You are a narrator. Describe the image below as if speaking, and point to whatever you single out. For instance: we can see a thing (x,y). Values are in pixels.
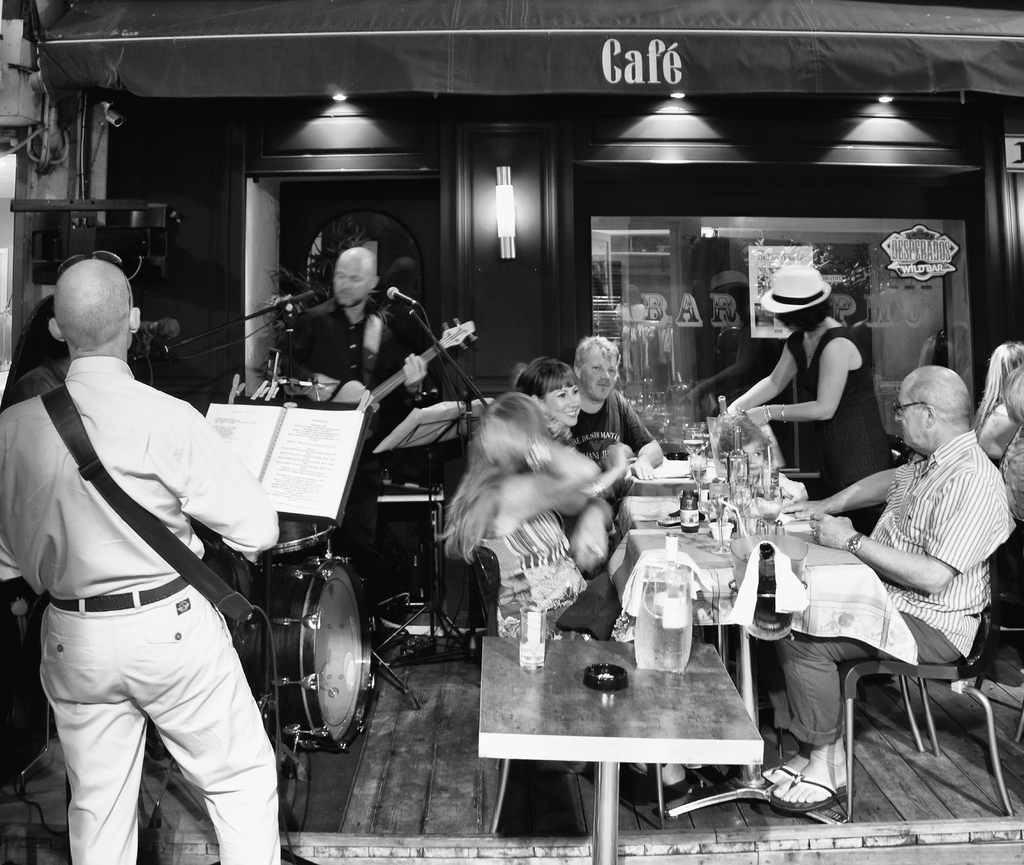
This picture describes about group of people (484,528) some are seated on the chair (853,687) and some are standing, left side of the given image few people (354,368) are playing musical instruments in front of microphone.
